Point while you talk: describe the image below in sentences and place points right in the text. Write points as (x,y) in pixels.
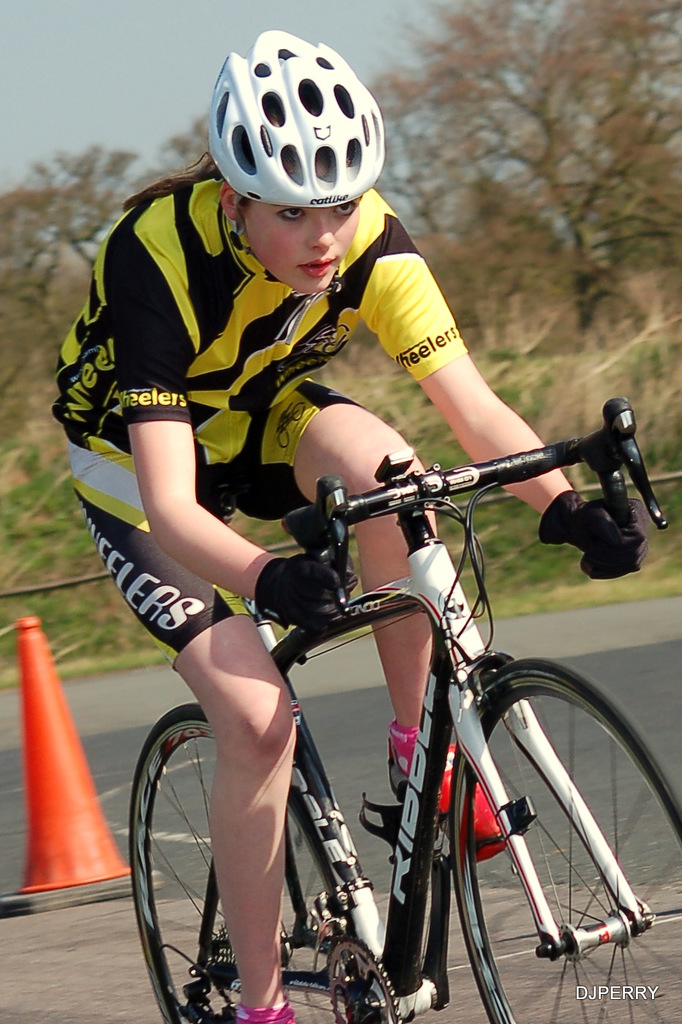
There is a woman (302,413) sitting and riding bicycle (447,558) and wore helmet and we can see traffic cone (114,860) on the road (97,926). In the background (542,189) we can see trees (86,188) and sky (187,87).
